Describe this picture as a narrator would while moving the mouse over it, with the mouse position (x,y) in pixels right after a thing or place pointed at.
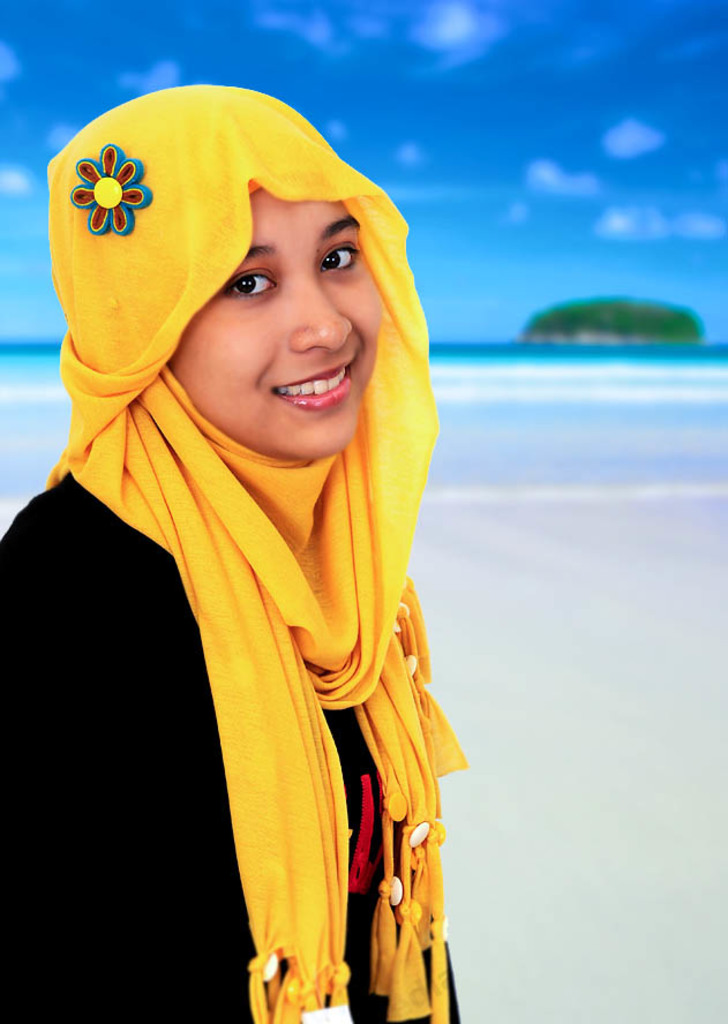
In the picture I can see a lady (165,730) wearing black dress (149,788) and a yellow color cloth (152,298) in the left corner (194,579) and there is water (587,406) in the background (554,407) and the sky (451,87) is in blue color.
